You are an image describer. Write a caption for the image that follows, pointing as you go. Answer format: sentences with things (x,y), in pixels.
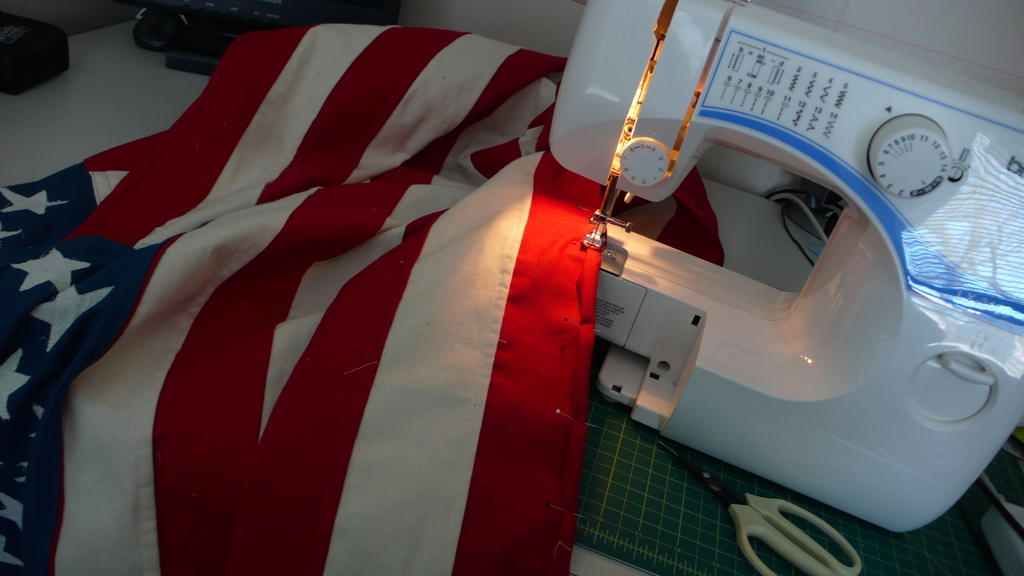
As we can see in the image there is a table (102,54). There is flag (375,378), sewing machine (684,310) and scissors (757,524). The image is little dark.
